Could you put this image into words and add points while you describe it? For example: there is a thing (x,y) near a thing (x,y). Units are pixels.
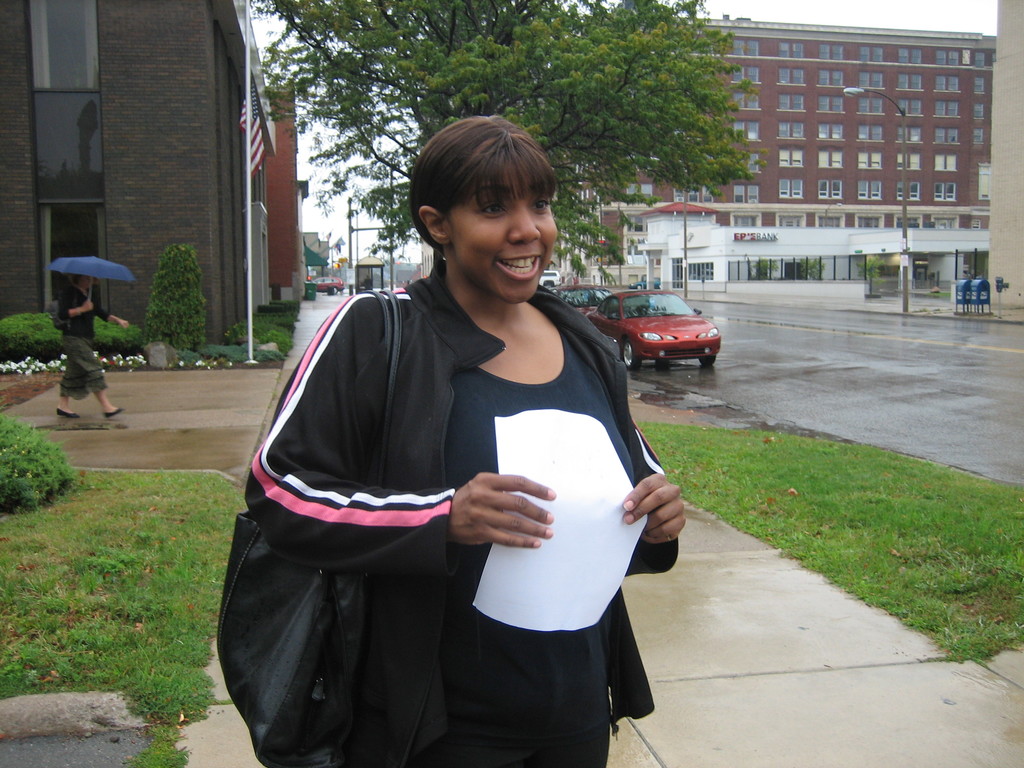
In this image I can see few buildings (950,42), windows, trees (724,103), flag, sky (855,7) and few vehicles (679,307) on the road (950,352). I can see few people (415,365) and one person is holding white color paper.
